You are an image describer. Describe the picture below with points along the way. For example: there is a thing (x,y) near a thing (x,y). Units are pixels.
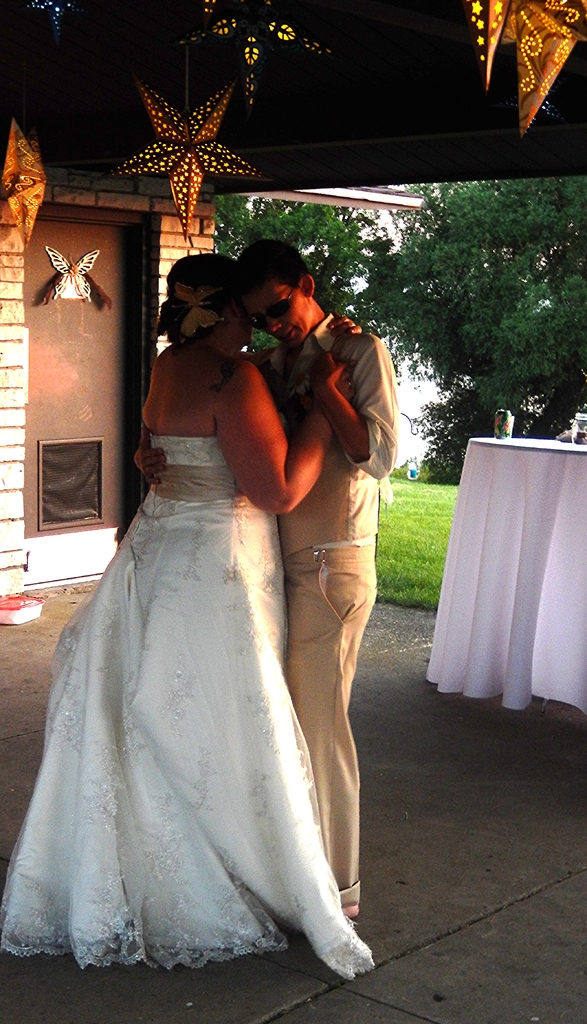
In the image there is a couple (320,486) standing in a dancing position and around them there are some decorations (174,107) and behind them there is table (507,456) covered with a white cloth (530,459) and in the background (452,361) there are some trees (485,329) and some land (413,514) is covered with grass (443,541).
